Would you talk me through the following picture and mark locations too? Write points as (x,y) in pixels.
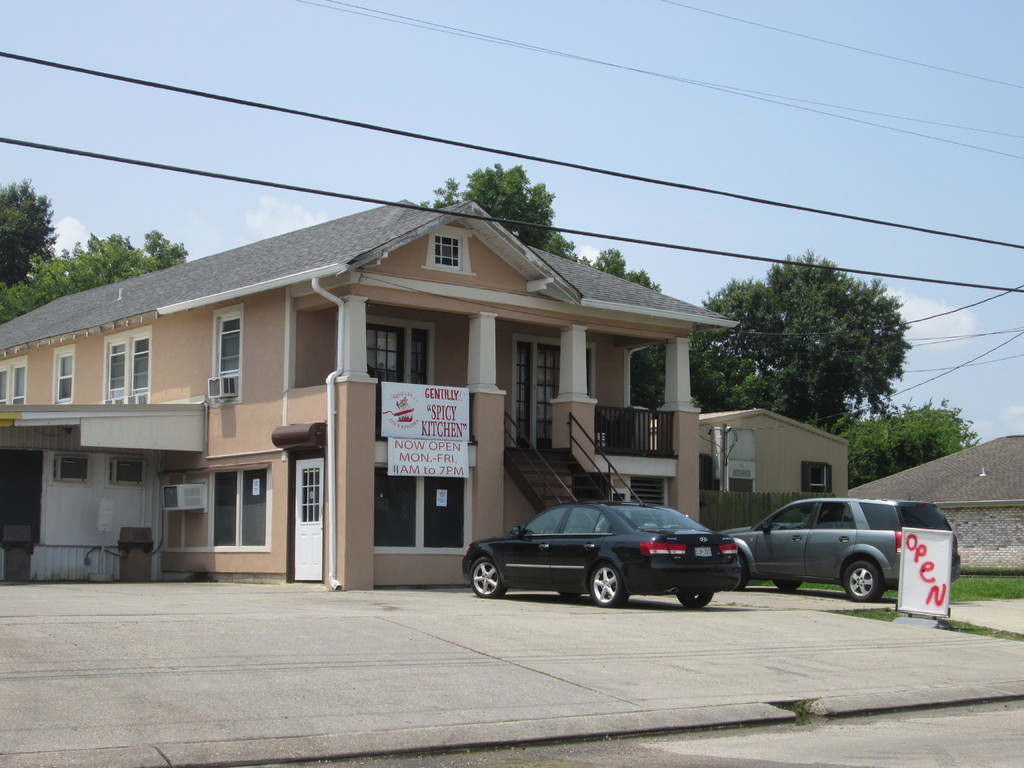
In this picture I can see the cars (670,566), buildings (623,437) and boards (398,462) in the middle (469,473). In the background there are trees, at the top (637,174) I can see the cables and the sky (543,149).
